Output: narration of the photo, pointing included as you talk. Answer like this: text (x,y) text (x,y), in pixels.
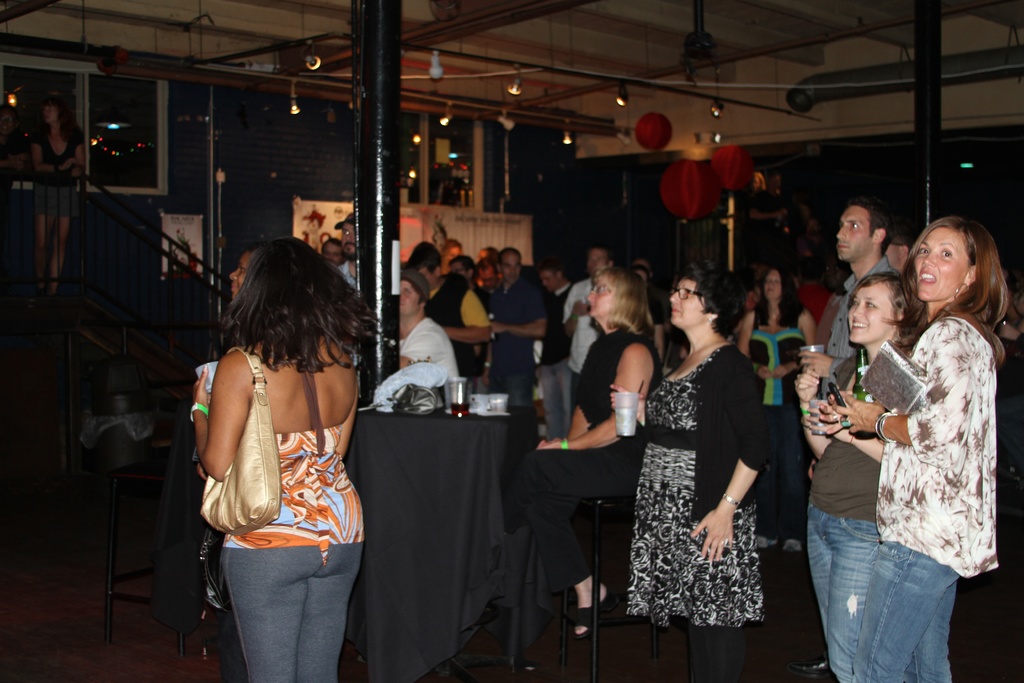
In the image few people (322,250) are standing and sitting and holding something in their hands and there are some tables (480,426), on the tables (494,424) there are some glasses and bags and cloth (437,426). At the top of the image (60,9) there is roof (633,90) and lights (455,155).
